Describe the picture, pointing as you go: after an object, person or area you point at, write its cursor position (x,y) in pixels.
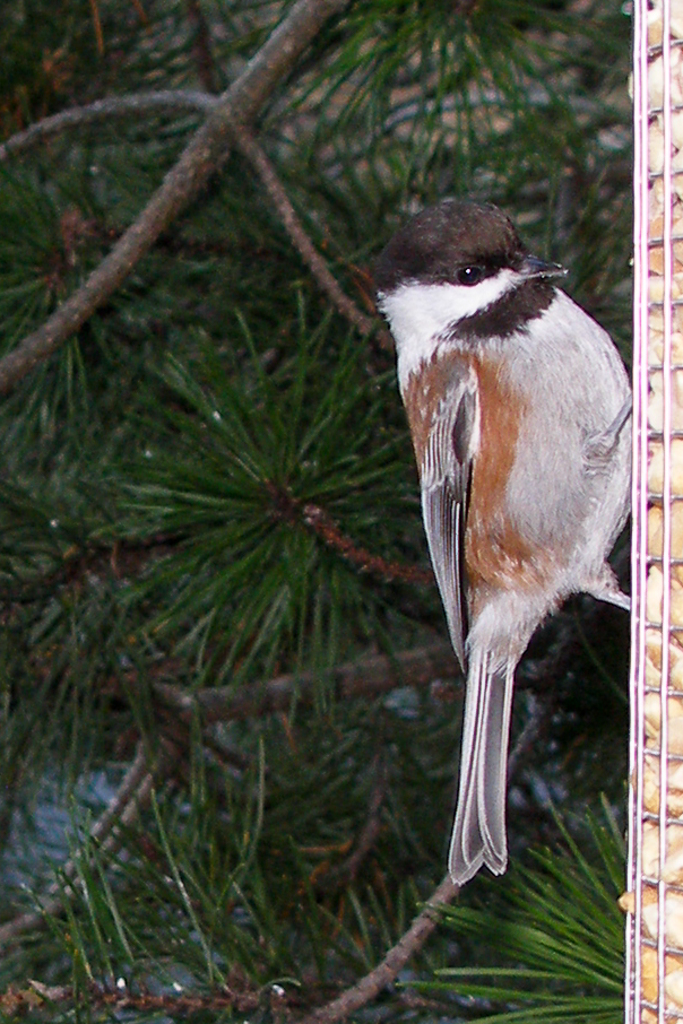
In this image, we can see a bird (410,424) and in the background (188,426), there are branches (288,674) with leaves (215,586).
